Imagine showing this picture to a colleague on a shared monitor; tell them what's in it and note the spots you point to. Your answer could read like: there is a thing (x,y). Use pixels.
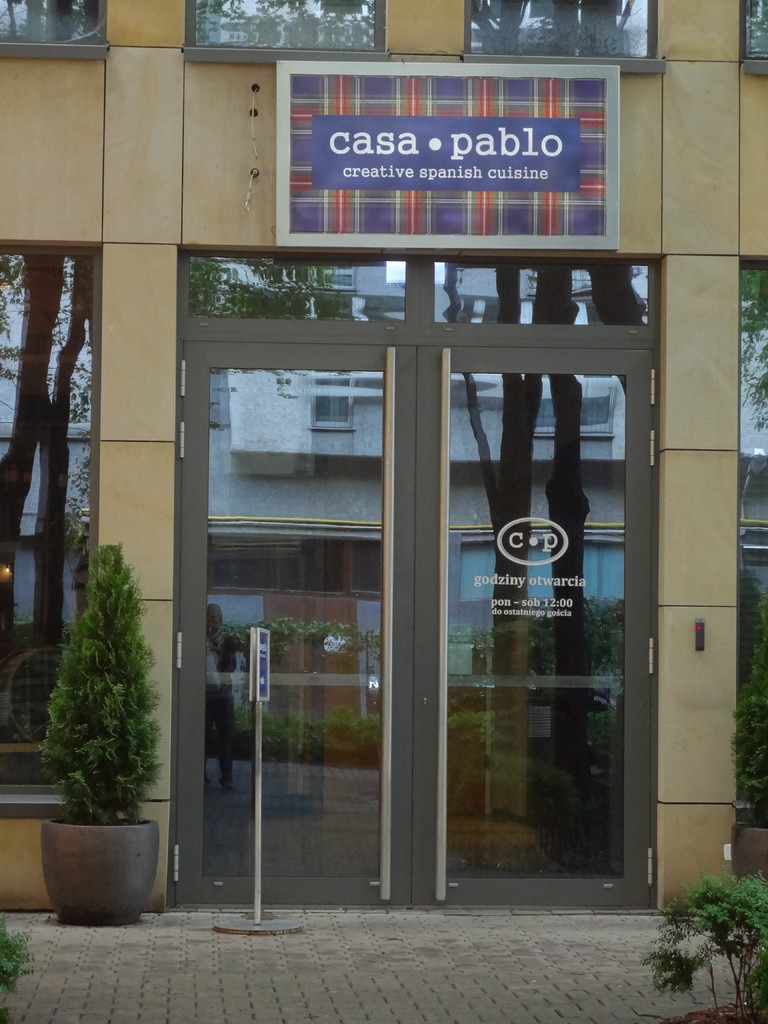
In the picture we can see a part of building (418,820) with glass doors (214,560) and glass walls (0,441) and on the top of it we can see a board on it we can see a name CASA PABLO and near the glass doors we can see a house plant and some pole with board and besides the path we can see some plants (756,903).
